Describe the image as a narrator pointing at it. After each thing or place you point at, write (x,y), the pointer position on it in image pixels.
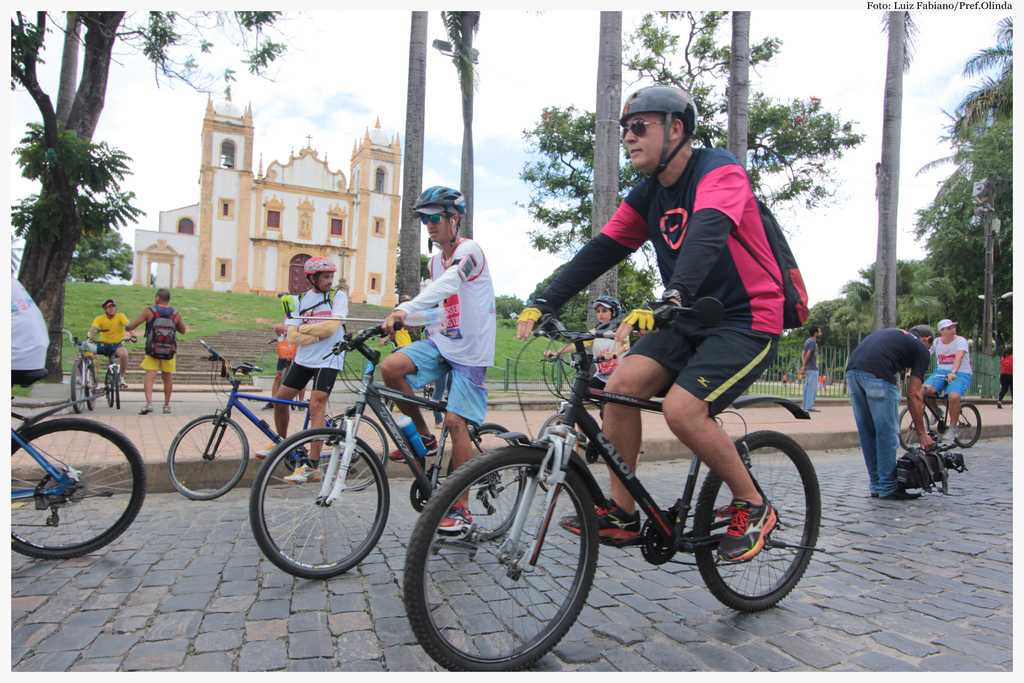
In this image, There is a floor (651,650) which is in gray color, There are some people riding their bicycles (351,340), In the right side (859,395) there is a man (856,372) who is holding a camera (922,457) which is in black color, There are some trees (886,216) in green color, In the left side (224,235) background (261,230) there is a church (287,235) in white and yellow color.
